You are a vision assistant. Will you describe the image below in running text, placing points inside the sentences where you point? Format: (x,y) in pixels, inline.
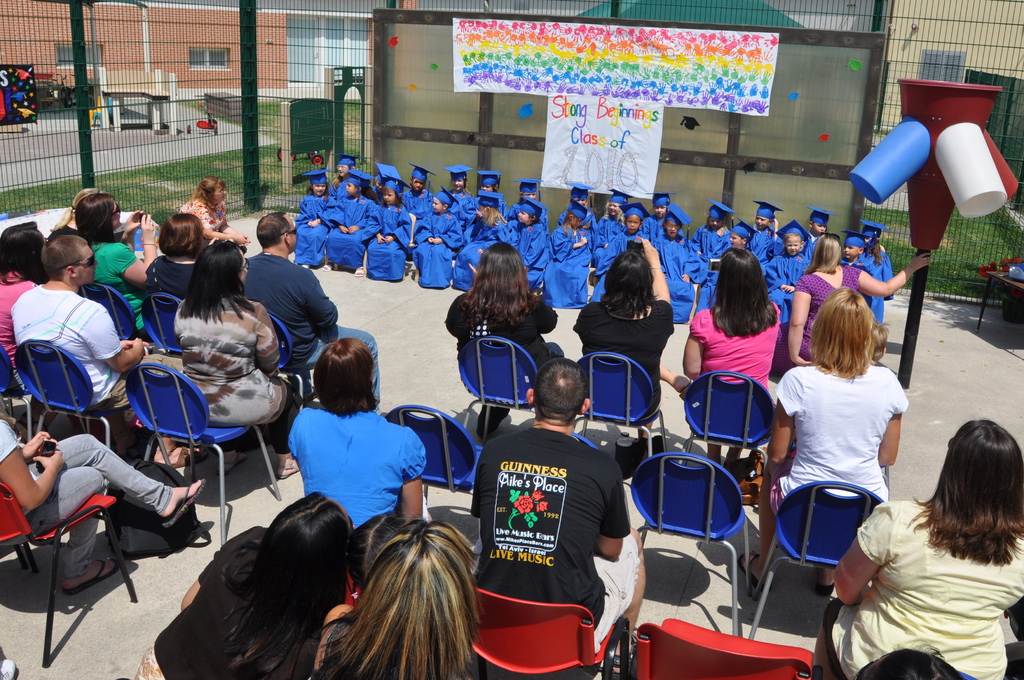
In this image there are many people (330,433) sitting on the chairs (647,510). In front of them there are kids (473,219) sitting on the chairs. Behind them there are charts (602,97) sticked on the wall (771,118). There is text (613,150) on the wall (673,120). There is a fence (346,119) around them. Outside the fence (229,149) there's grass (159,166) on the ground (161,150). In the background (190,55) there are buildings (947,66). To the right (948,222) there is a pole (922,286).
